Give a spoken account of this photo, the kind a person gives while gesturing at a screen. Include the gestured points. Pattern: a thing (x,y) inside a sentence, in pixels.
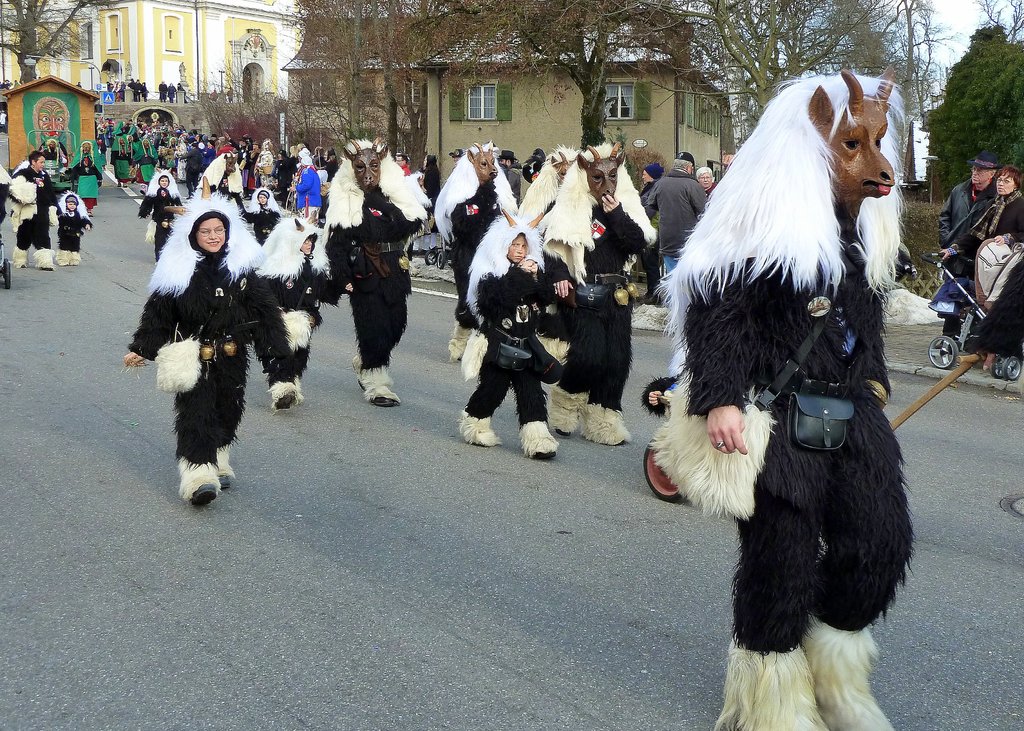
This is an outside view. In this image many people (769,335) are wearing costumes (365,382) and walking on the road (300,524). On the right side (985,213) there are two people (985,235) standing on the footpath (915,339) and looking at these people (600,296). In the background (401,126) there are some buildings (178,40) and trees (451,54).
